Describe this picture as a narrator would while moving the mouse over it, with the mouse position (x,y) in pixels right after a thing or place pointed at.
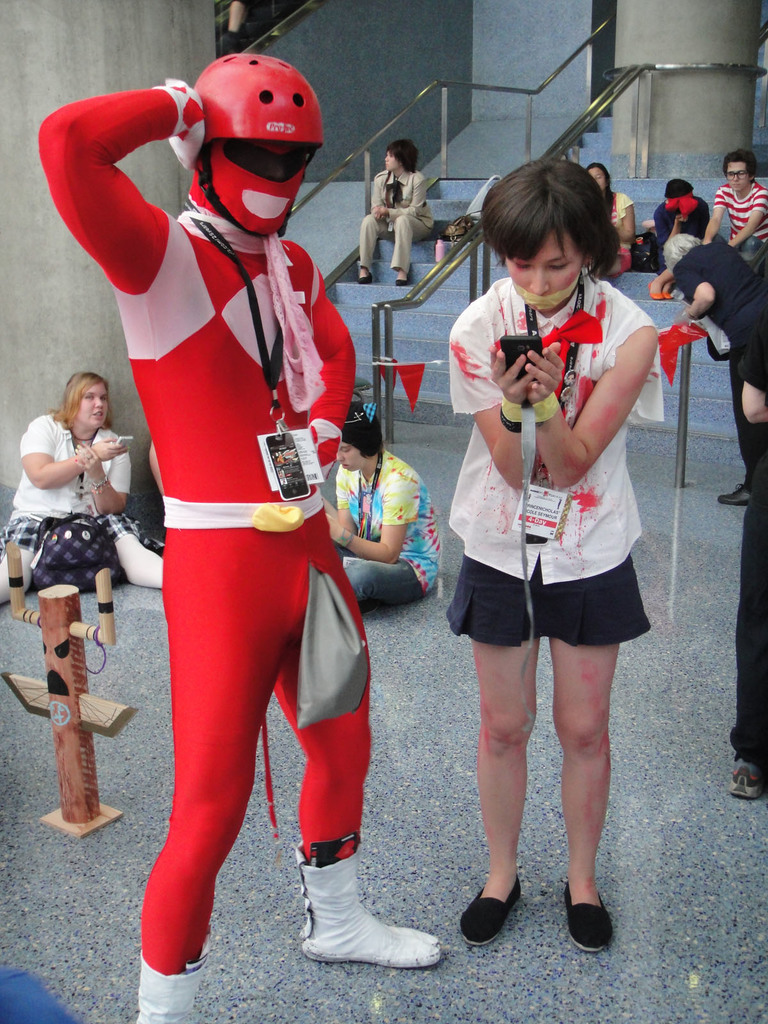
In this image there is a person (245,440) who is wearing the red colour costume (231,343). Beside the person (192,347) there is a girl (566,396) who is seeing the mobile (527,341). In the background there are few people (416,222) sitting on the steps (414,267). On the left side (55,628) bottom there is a wooden toy (61,685). There is painting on the girls clothes (537,570) and face (541,281).
